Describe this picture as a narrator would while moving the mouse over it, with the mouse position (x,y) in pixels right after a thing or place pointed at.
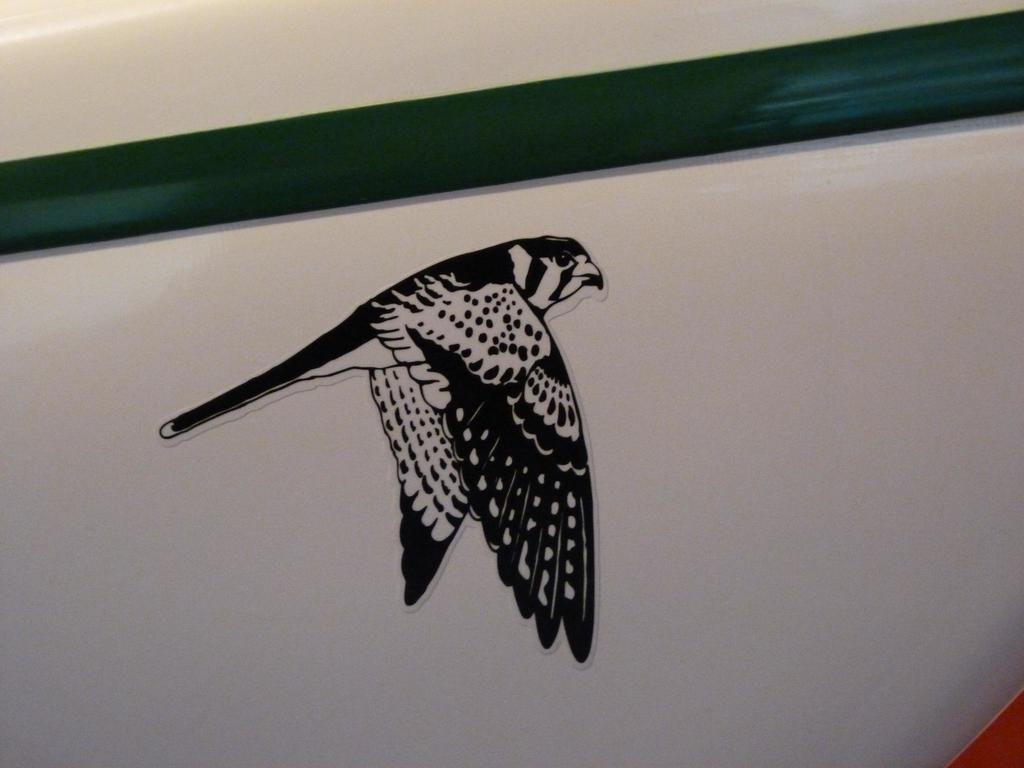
In this image there is a sticker (521,443) of a bird (531,434) on the wall (319,434).
